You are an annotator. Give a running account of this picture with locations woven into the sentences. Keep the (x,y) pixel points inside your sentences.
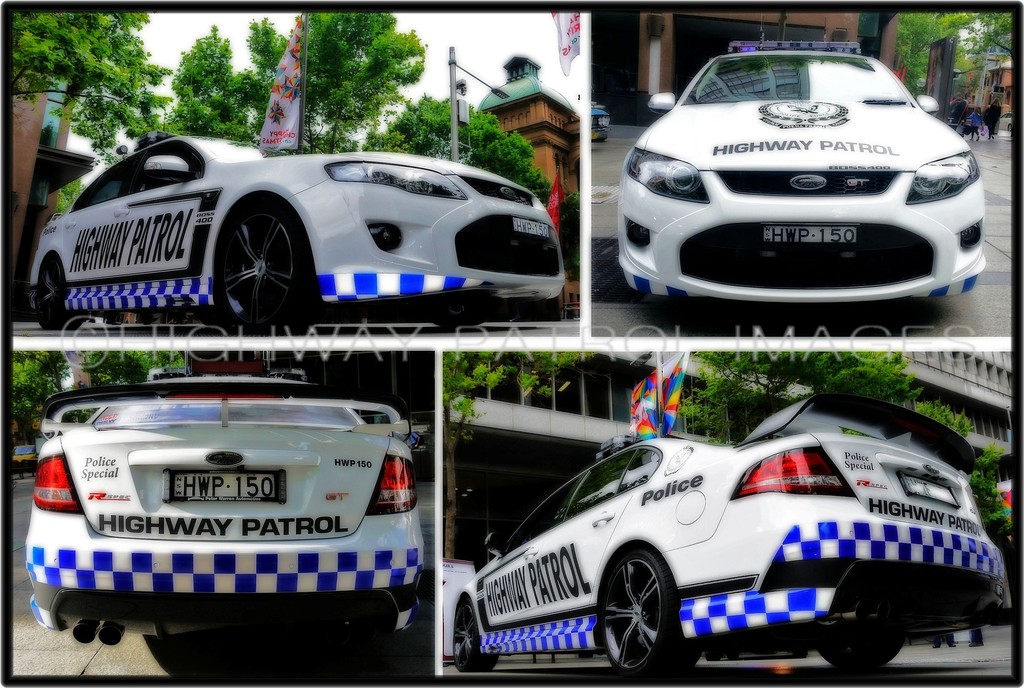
In this image we can see a collage image of a police car (738,472) on the road (214,328), with some texts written on it, we can also see some people (993,107), trees (471,115), flags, street light pole (453,100), a building (539,149).
